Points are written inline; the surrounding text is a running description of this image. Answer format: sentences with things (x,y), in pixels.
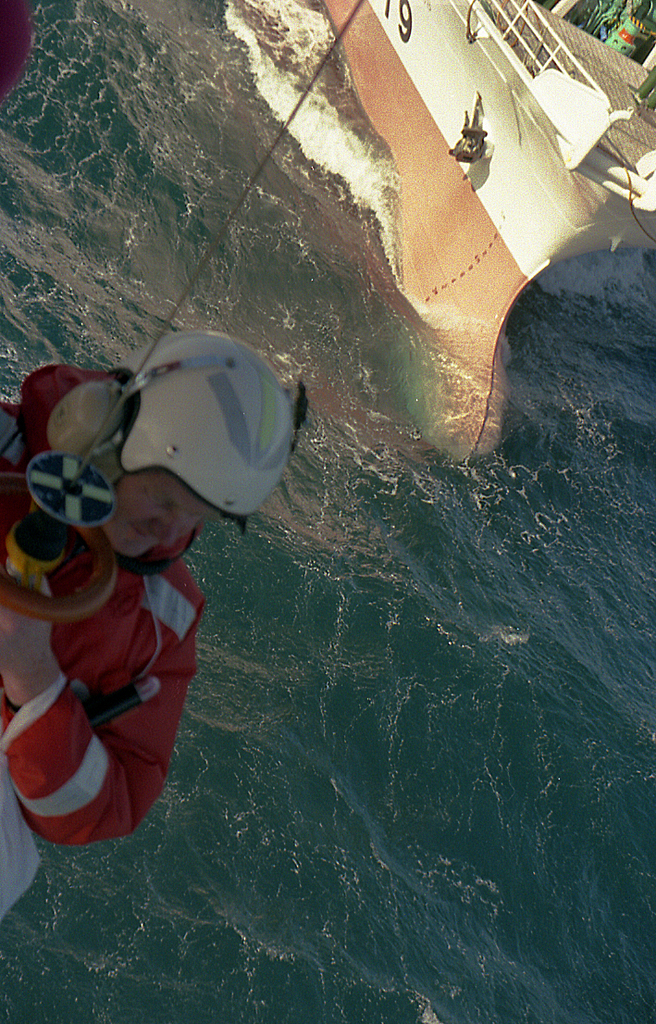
In the foreground of this image (178,535), there is a man (102,813) wearing a helmet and a red coat (142,642) holding a cable (356,14) in his hand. In the background (372,353), there is water (563,337) and a ship (490,191).
